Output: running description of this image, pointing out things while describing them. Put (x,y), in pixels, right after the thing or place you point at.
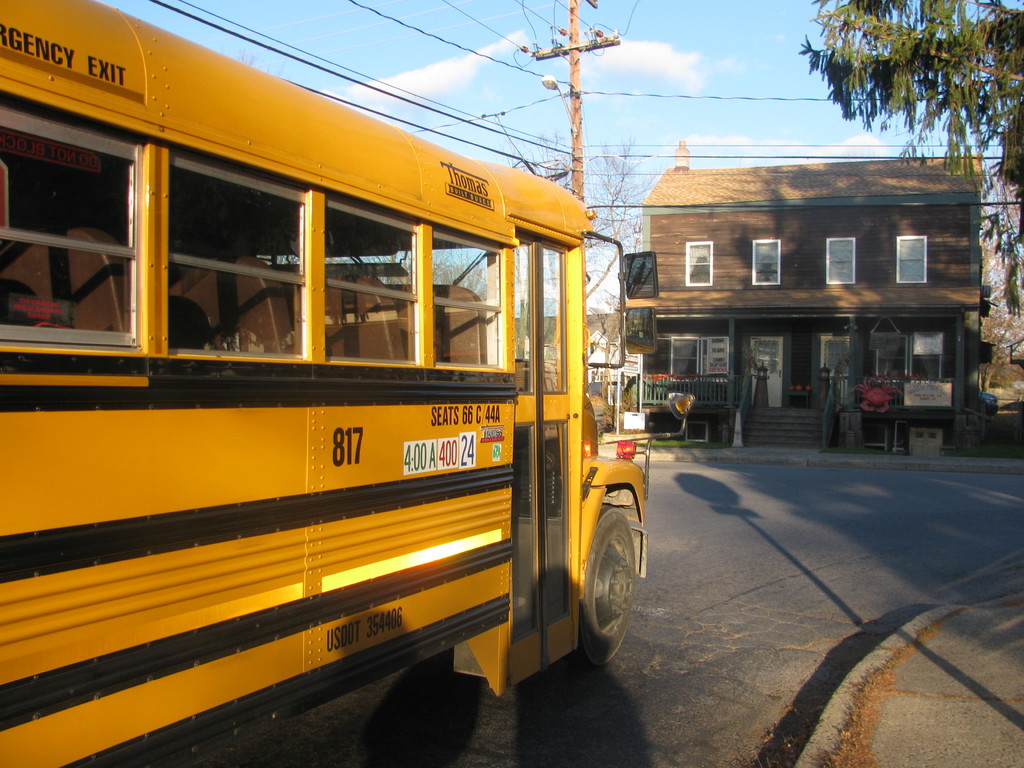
In this image, we can see a bus (440,604) on the road (710,619). There is a street pole (581,42) at the top of the image (577,44). There is a shelter house (739,285) beside the road (779,500). There is a branch (858,57) in the top right of the image (899,18).
